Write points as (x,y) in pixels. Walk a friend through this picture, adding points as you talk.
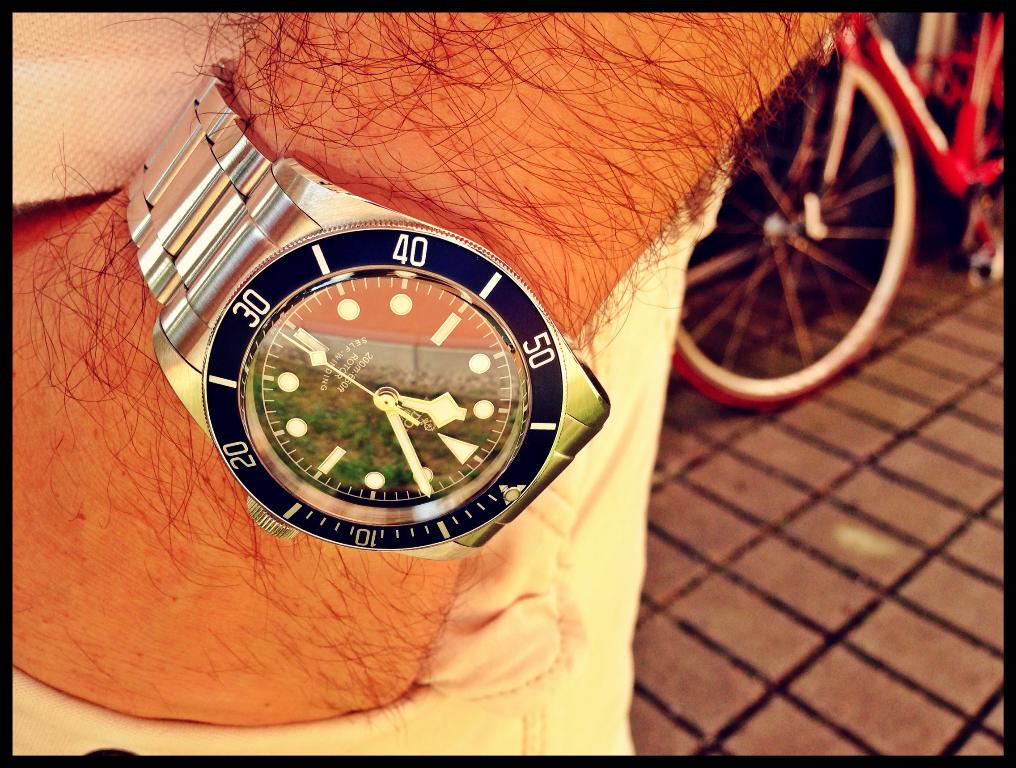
In this image we can see a wrist watch (331,342) to a hand (508,163), and there is a cycle (800,215) on the surface (867,449).
